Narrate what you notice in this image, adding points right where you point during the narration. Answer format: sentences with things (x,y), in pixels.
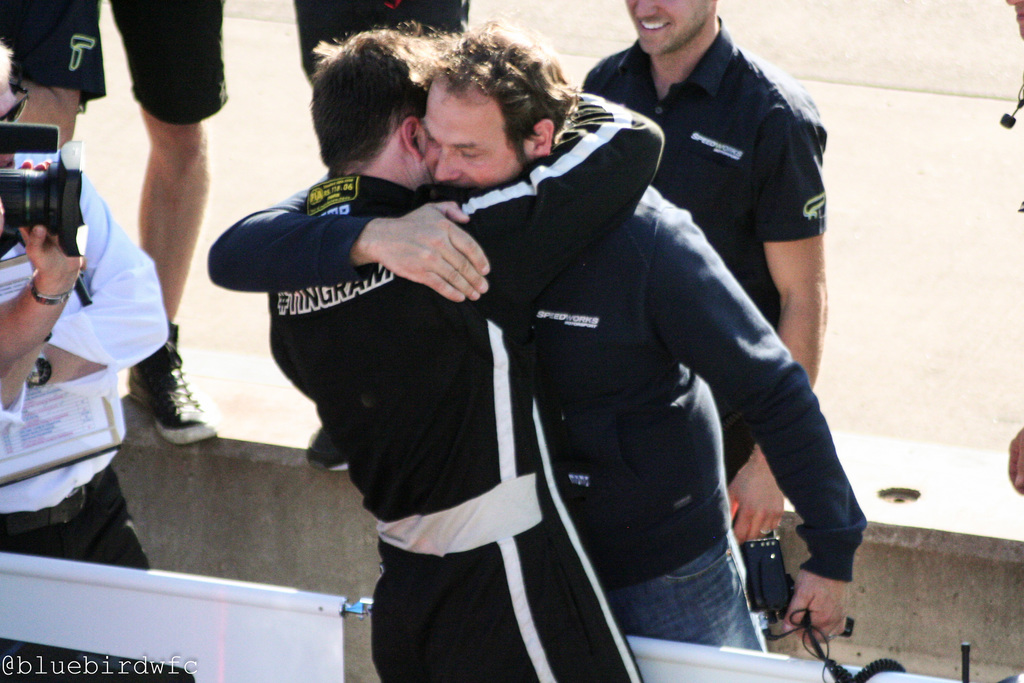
In this image, in the middle (514,334), we can see two men (520,346) are hugging each other. On the left side (39,247), we can see a hand (46,267) of a person (16,298) holding a camera (65,221), we can also see two men (111,541) are standing. In the background (794,137), we can see group of people (676,39), at the bottom (68,624), we can also see a white color board (944,682).
